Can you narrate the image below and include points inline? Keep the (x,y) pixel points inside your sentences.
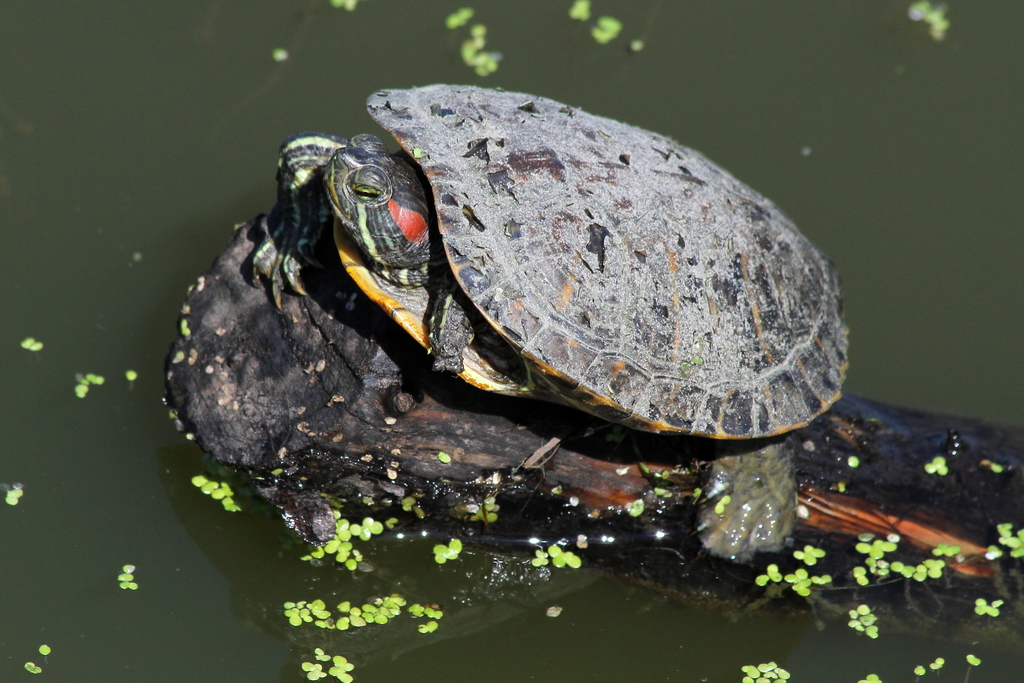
In this picture we can see a turtle (487,262) on the tree trunk (391,415) and the tree trunk (360,446) submerged in the water (561,541). On the water (207,550) there are some leaves (482,515).
